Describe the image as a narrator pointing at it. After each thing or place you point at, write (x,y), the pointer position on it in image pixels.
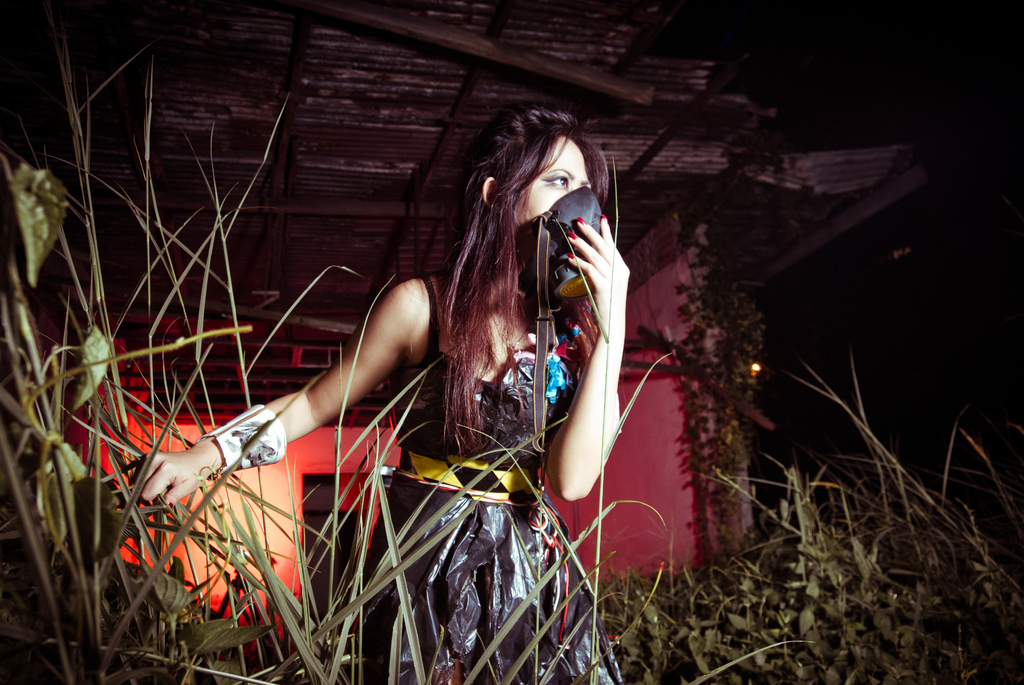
In the picture I can see a woman (597,458) wearing a black color dress (546,601) is standing and holding a mask (579,282). In the foreground of the image (608,459) we can see the grass (912,562) and plants (734,613) and in the background of the image (631,120) we can see the wall (148,530) and ceiling (402,169).
